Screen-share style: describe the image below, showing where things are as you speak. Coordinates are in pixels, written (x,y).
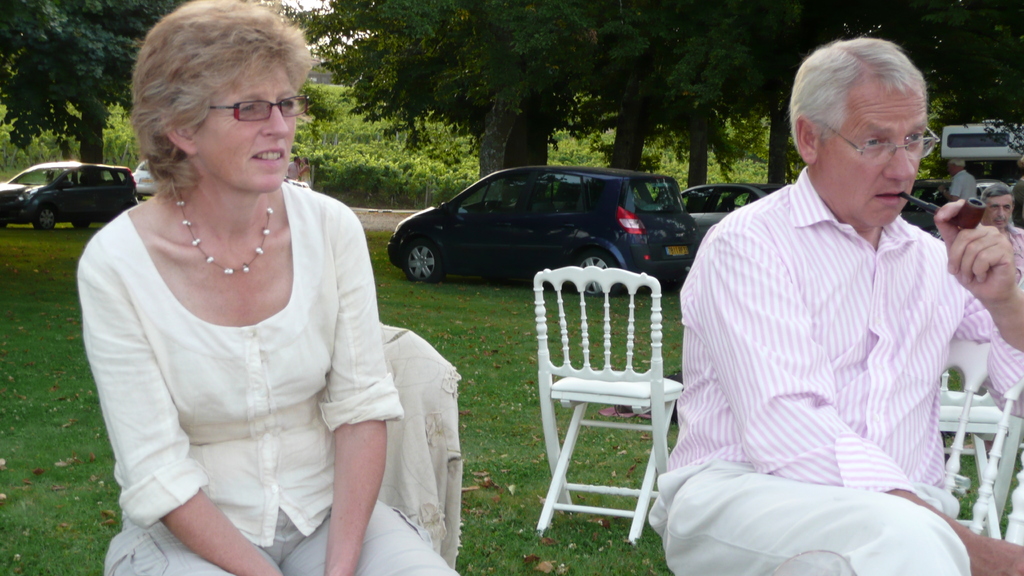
A woman (214,402) is sitting in the chair (430,511). On the right side (851,378) a man (894,385) is sitting behind him there are cars (743,186) and trees (375,85).
